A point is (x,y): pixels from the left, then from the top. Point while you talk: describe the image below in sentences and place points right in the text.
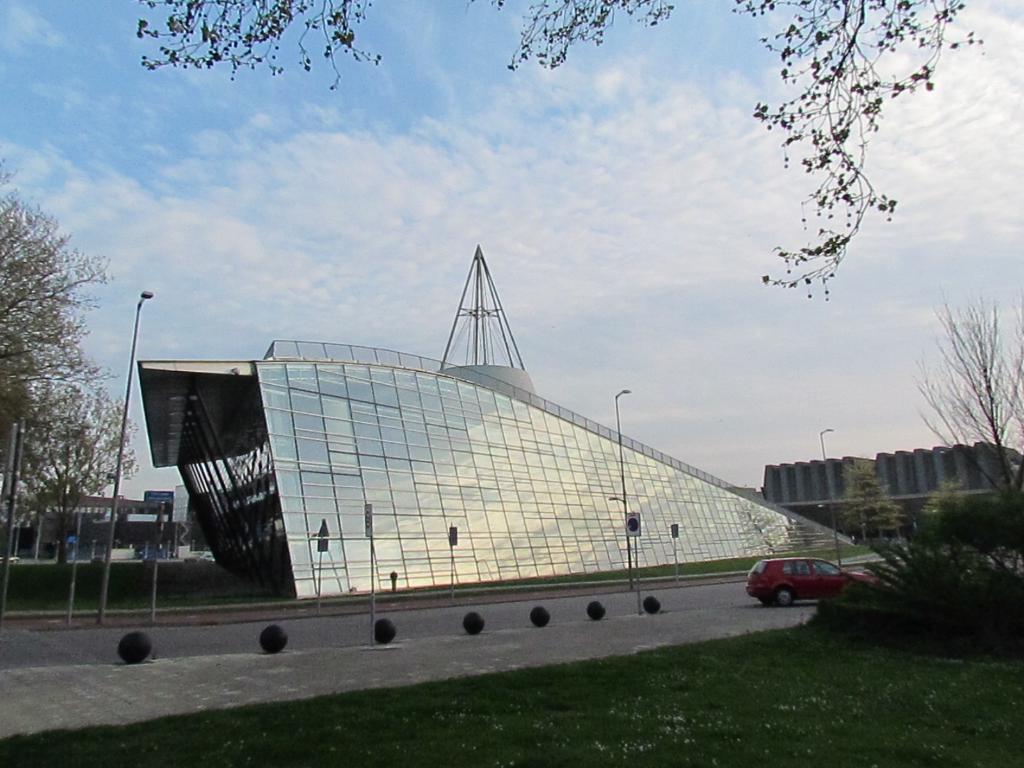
In this picture there is a commercial building (445,413) in the center of the image (445,413) and there is grassland (509,698) at the bottom side of the image (597,714).
